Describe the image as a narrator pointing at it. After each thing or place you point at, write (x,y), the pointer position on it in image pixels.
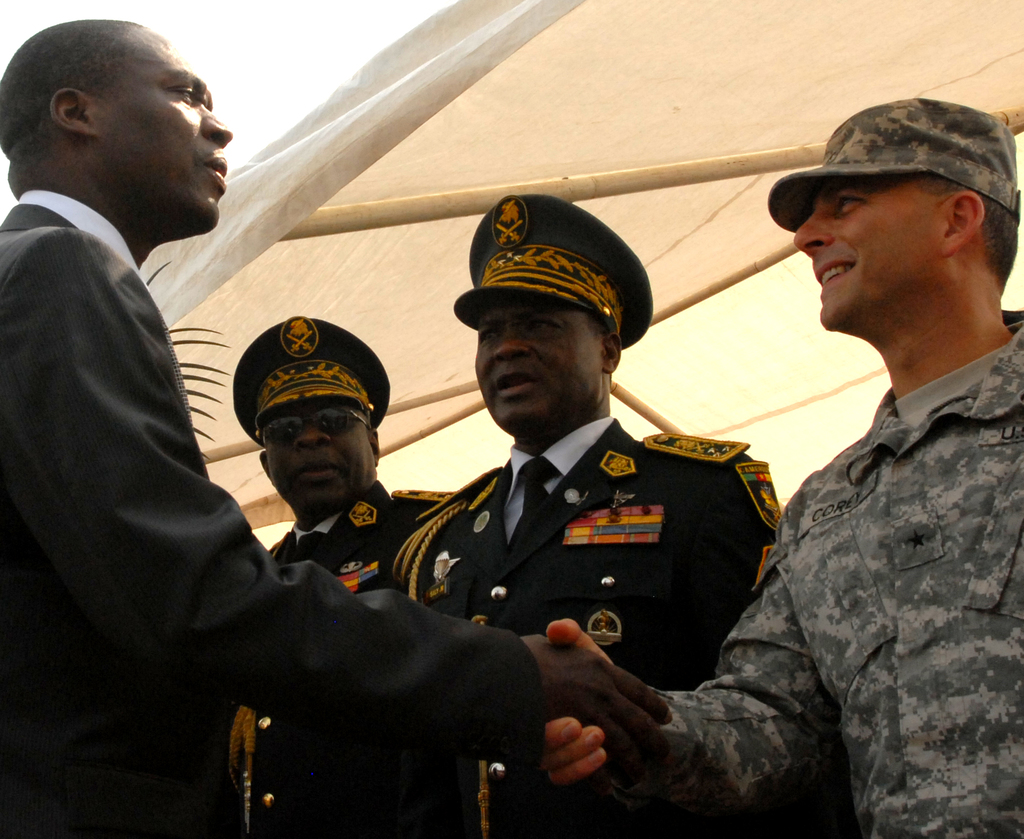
In this picture there are men (313,489) standing, among them two men (385,640) shaking hands (625,671) each other and we can see tent (440,248). In the background of the image (401,15) we can see the sky (207,44).
